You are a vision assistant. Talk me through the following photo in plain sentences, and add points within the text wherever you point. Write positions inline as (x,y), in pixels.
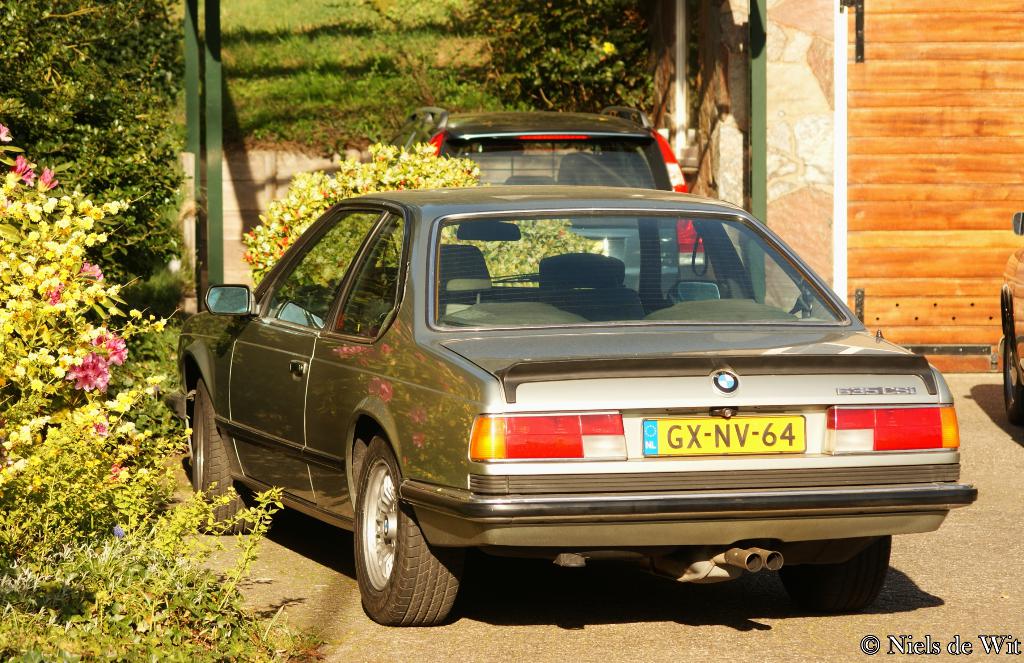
In this image I can see a house (941,98) in the right top corner of the image (832,54) and some plants (113,494) and trees (151,182) on the left side of the image (87,483). I can see two cars (593,195) parked in the center of the image (575,375) and some plants (407,176) and grass (407,40) and poles (213,91) and in the right bottom corner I can see some text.
